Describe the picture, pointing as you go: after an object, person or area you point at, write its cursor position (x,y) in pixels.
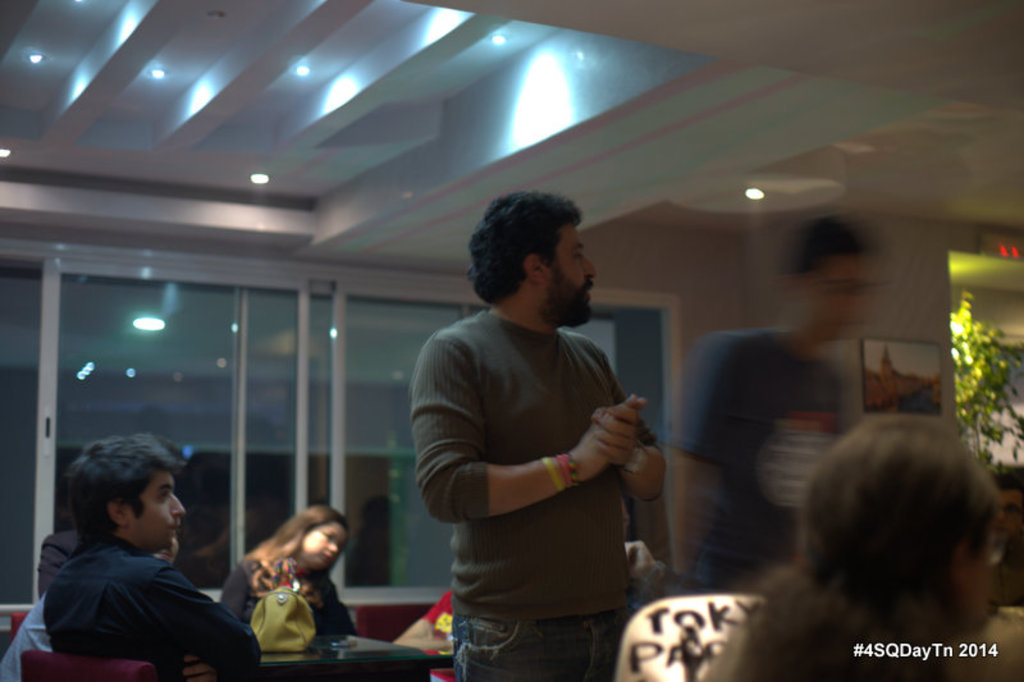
In this picture we can see two men (485,508) standing, some people (858,541) sitting on chairs (151,681) and a table (349,642) with a bag (258,620) on it and in the background (663,330) we can see the lights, windows (296,370), plant (986,350), frame (901,372) on the wall (948,404).
